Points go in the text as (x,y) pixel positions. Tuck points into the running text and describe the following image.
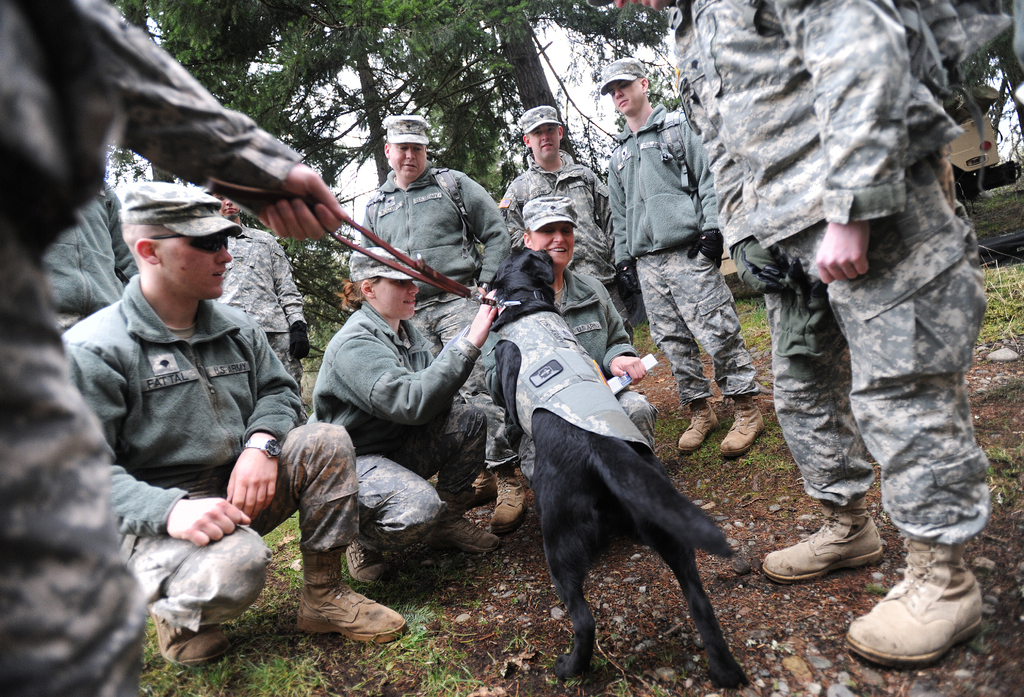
In this image I can see group of people (436,449) and they are wearing military uniforms (834,449). In front (590,424) I can see the dog (577,423) in black color. In the background (525,83) I can see few trees (366,144) in green color and the sky (365,168) is in white color.
